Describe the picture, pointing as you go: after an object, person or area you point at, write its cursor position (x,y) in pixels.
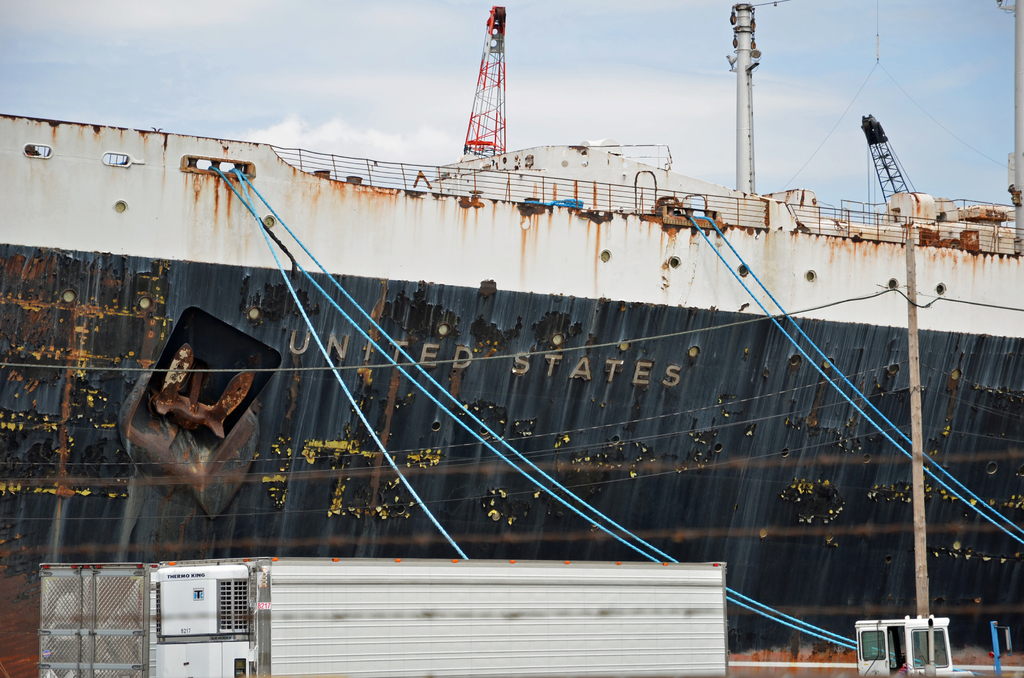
In this picture I can see a ship (447,339) on which I can see some name (463,365) written on it. In the background (334,64) I can see the sky (332,105). On the ship (553,387) I can see some objects (597,143). Here I can see white color object (499,619) and blue color wires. On the right side (911,318) I can see a pole (920,553).
